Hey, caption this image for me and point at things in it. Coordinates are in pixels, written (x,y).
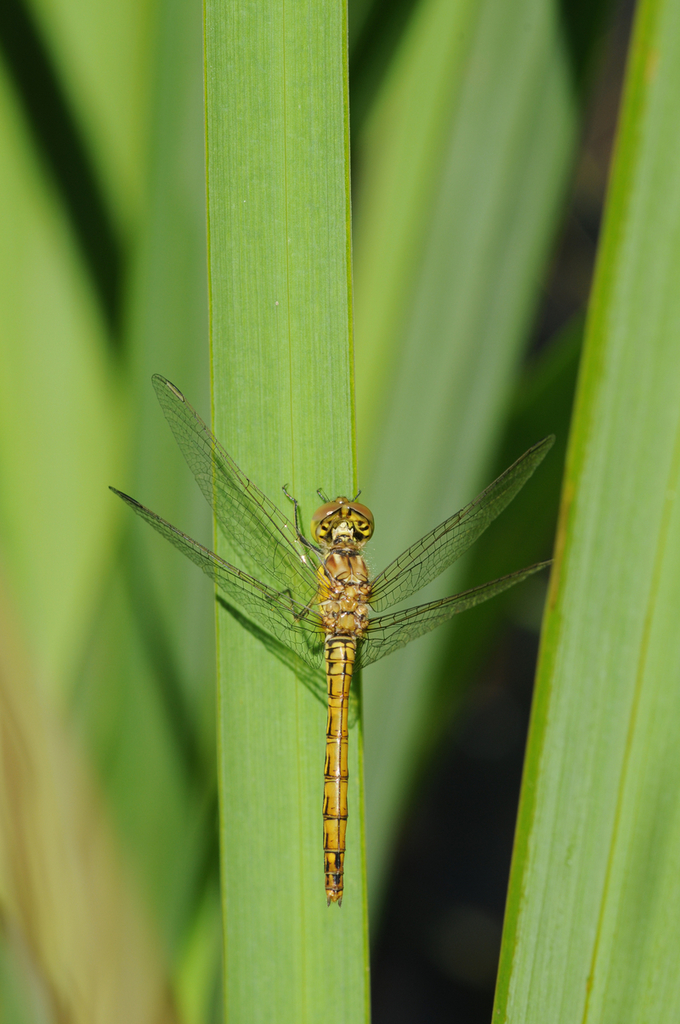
In this image there is a dragonfly (292,534) on the green leaf (314,328).
